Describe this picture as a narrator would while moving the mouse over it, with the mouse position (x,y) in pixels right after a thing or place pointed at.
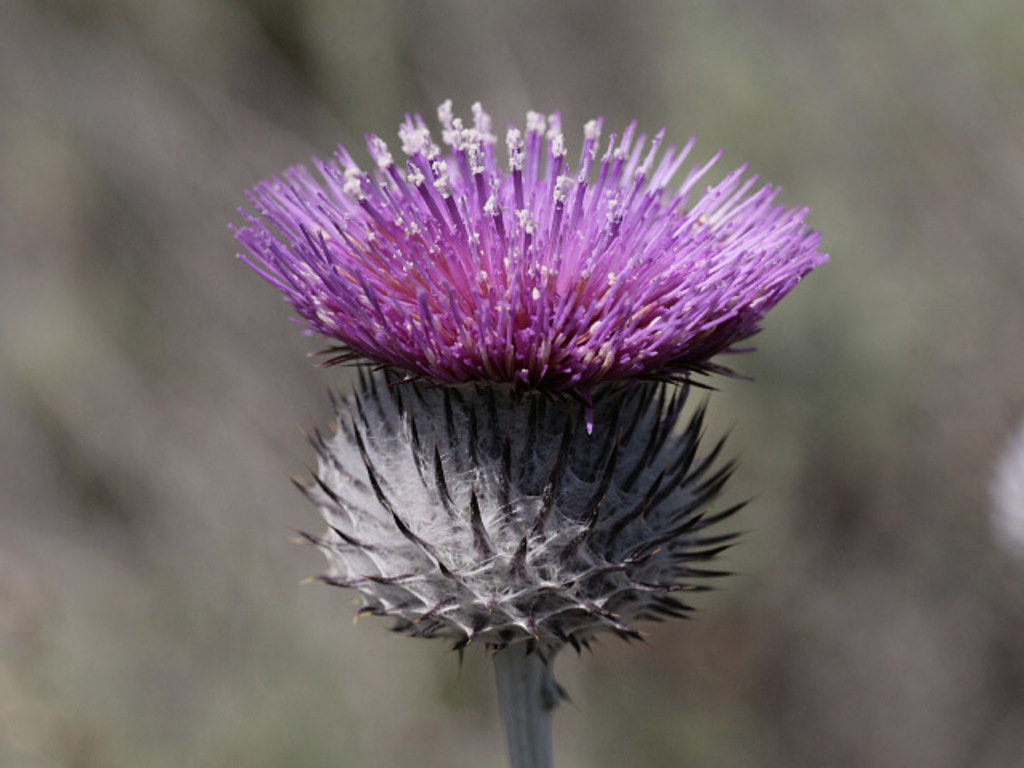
In this image I can see a flower (496,280) which is pink, white and black in color. I can see the blurry background (191,444).
